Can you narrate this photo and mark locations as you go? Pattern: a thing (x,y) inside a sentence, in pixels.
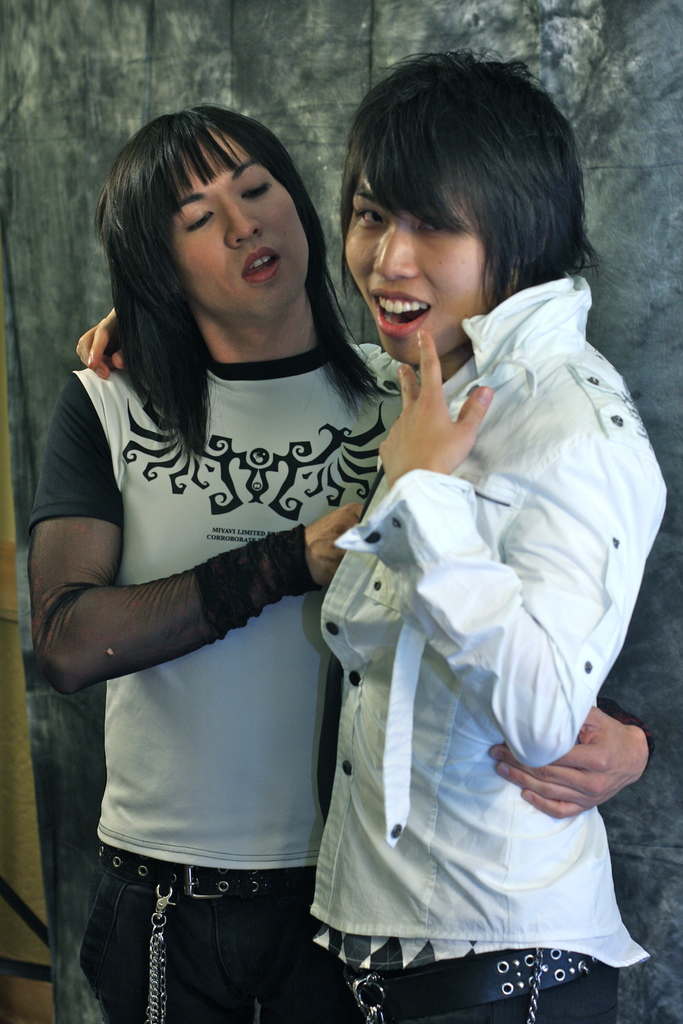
In this image we can see two people (352,495). In the background (66,205), we can see the wall (94,152). One person (464,547) is wearing a white color shirt (478,919) and black pant (554,989). The other one (192,465) is wearing a black and white top (253,685) and black pant (241,934).
